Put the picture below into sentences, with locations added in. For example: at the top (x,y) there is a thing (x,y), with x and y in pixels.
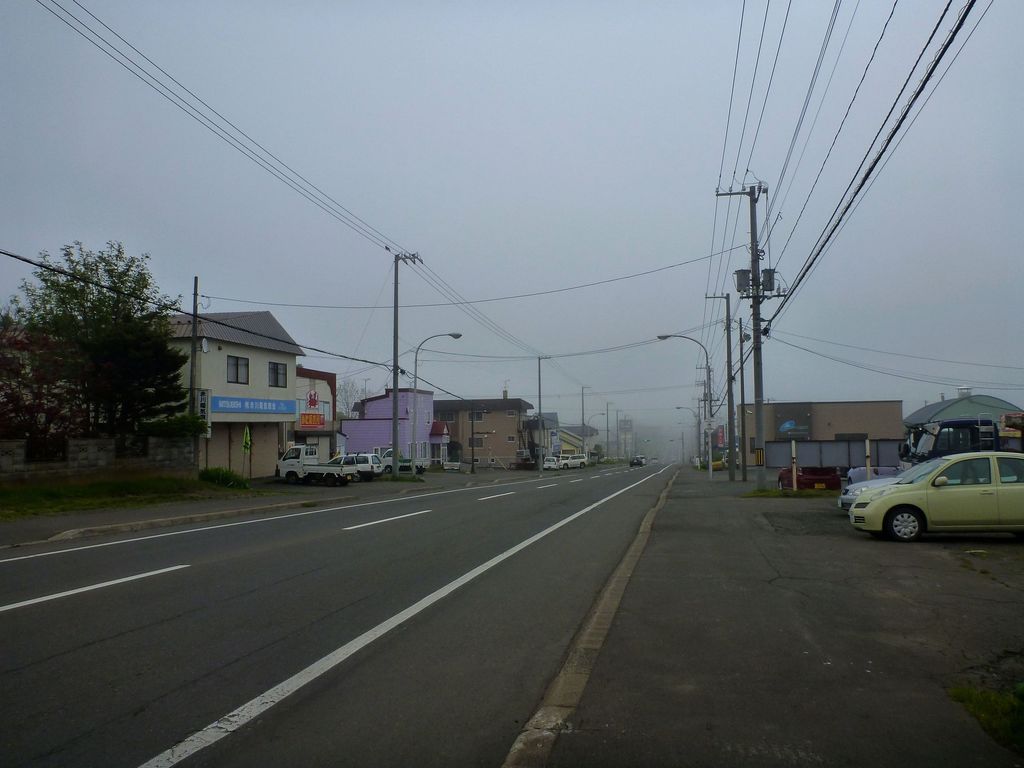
In this image we can see buildings (750,415), motor vehicles (910,493) on the road (332,517), electric poles (729,367), electric cables (722,250), trees (134,363), grass (132,475), shrubs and sky (492,195).
